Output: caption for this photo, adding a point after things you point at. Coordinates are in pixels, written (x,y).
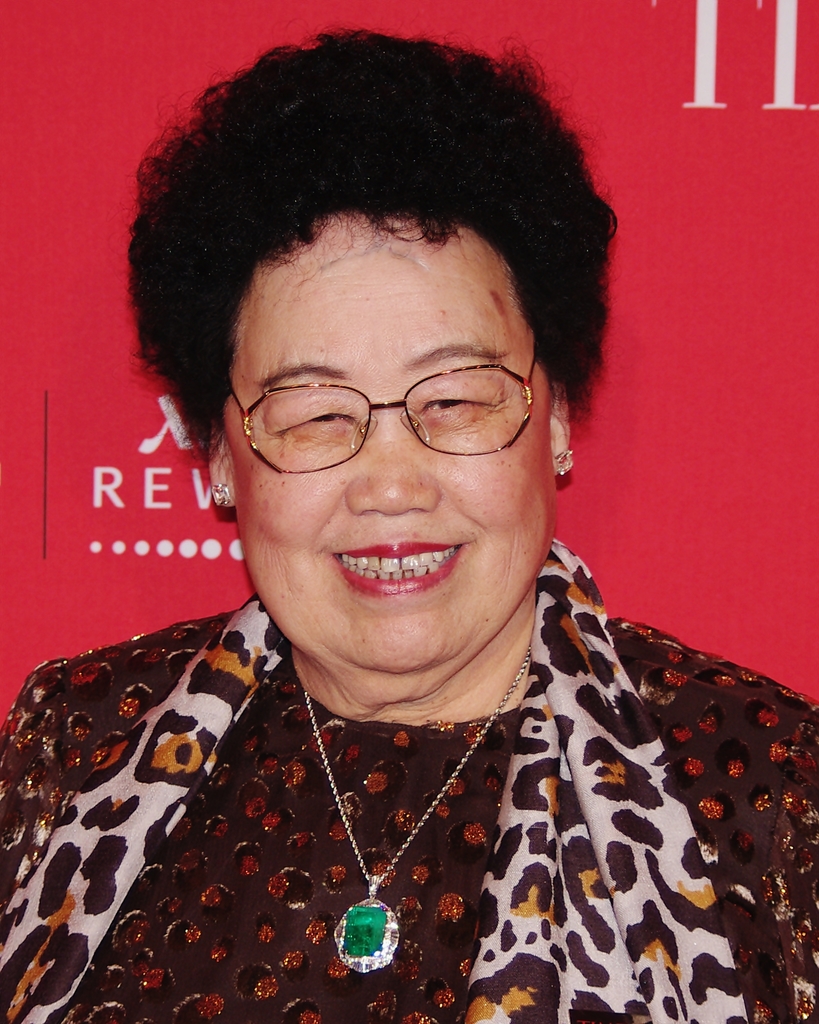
In the center of this picture (424,626) we can see a person (196,676) wearing stole (689,961), locket (367,913), spectacles (499,431) and smiling. In the background (547,3) we can see the text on the red color object (296,14).
